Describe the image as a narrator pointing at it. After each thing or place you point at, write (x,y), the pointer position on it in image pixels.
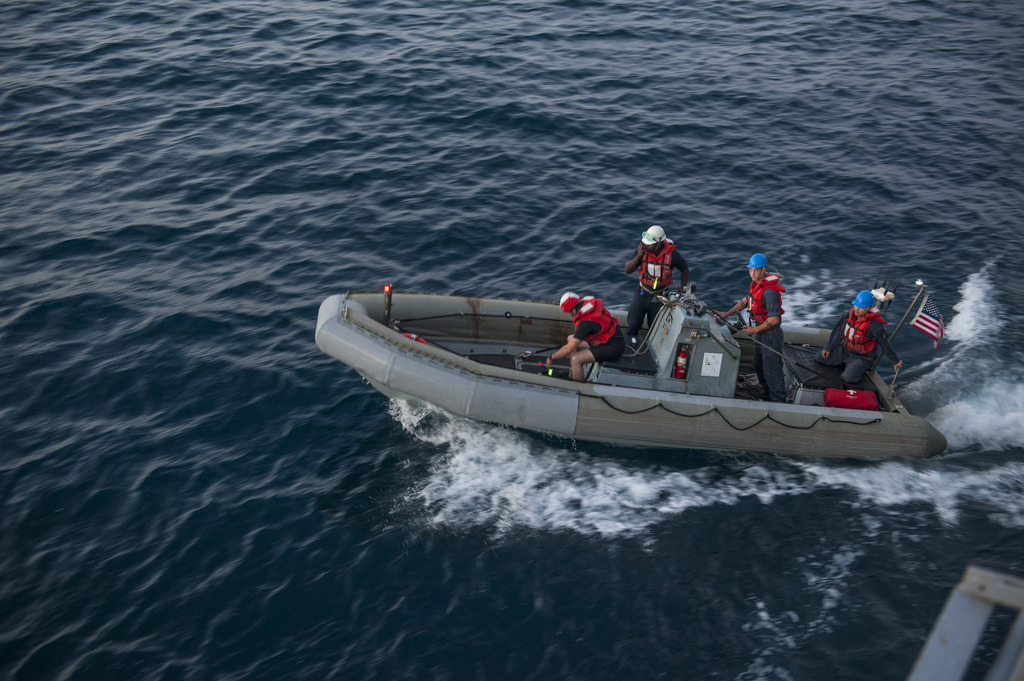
In this picture we can see few people (760,315) in the boat (785,370), and they wore red color jackets (855,350), and also we can see a flag (930,304) and water (623,180).
